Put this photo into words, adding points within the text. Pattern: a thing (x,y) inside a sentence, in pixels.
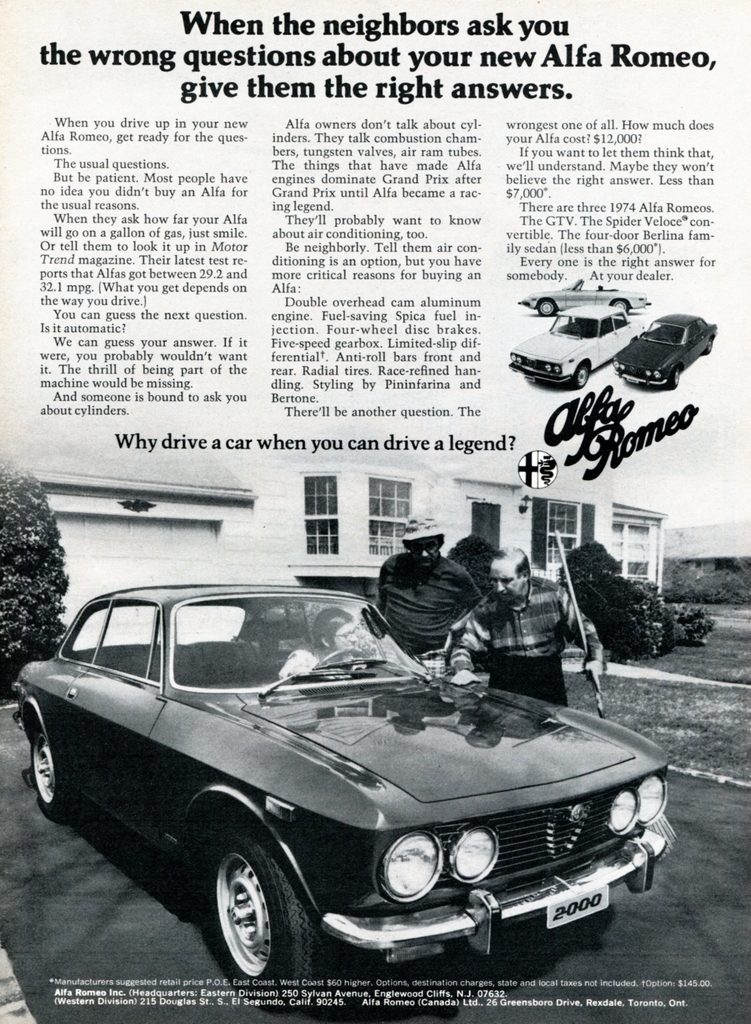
This is a picture of a newspaper (269,149). In the foreground (436,777) there is a car (543,756). On the top (548,94) there is text (180,124).
